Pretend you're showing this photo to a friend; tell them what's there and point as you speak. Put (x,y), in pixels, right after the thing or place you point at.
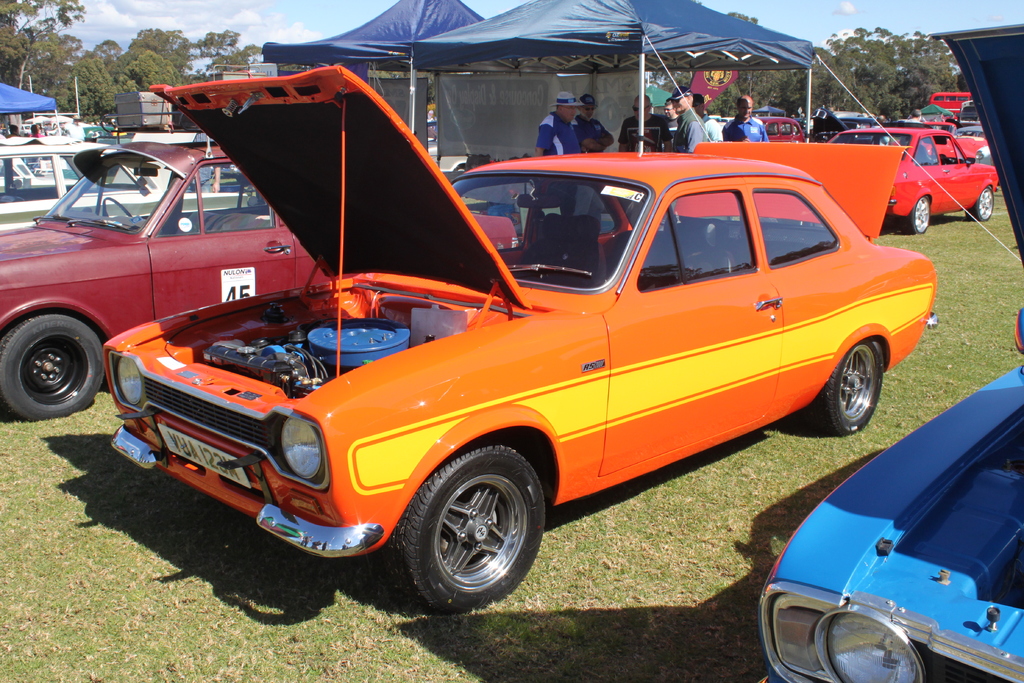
In this picture we can see cars (1021,407) and some persons (568,129) standing on the ground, tents (720,23), banners (697,79), trees (733,91) and in the background (123,23) we can see the sky (905,23) with clouds (141,26).
